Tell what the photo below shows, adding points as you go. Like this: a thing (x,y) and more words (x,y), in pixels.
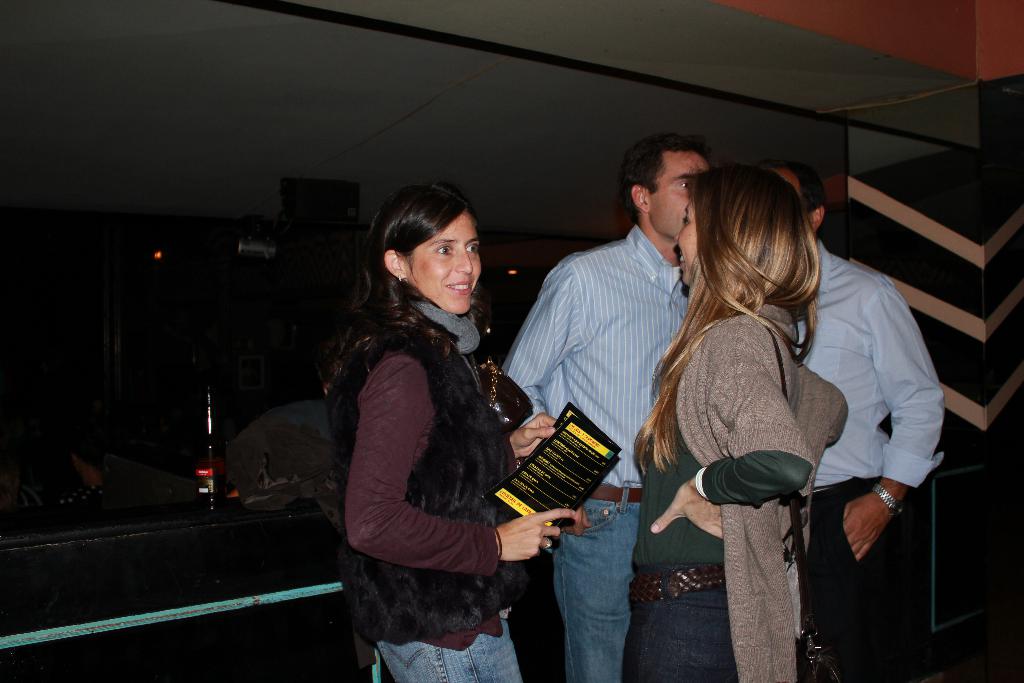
In this image there are a few people (572,368) standing, one of them is holding a paper (505,488) in her hand (508,529). The background (214,469) is dark and there is a bottle (206,446).
